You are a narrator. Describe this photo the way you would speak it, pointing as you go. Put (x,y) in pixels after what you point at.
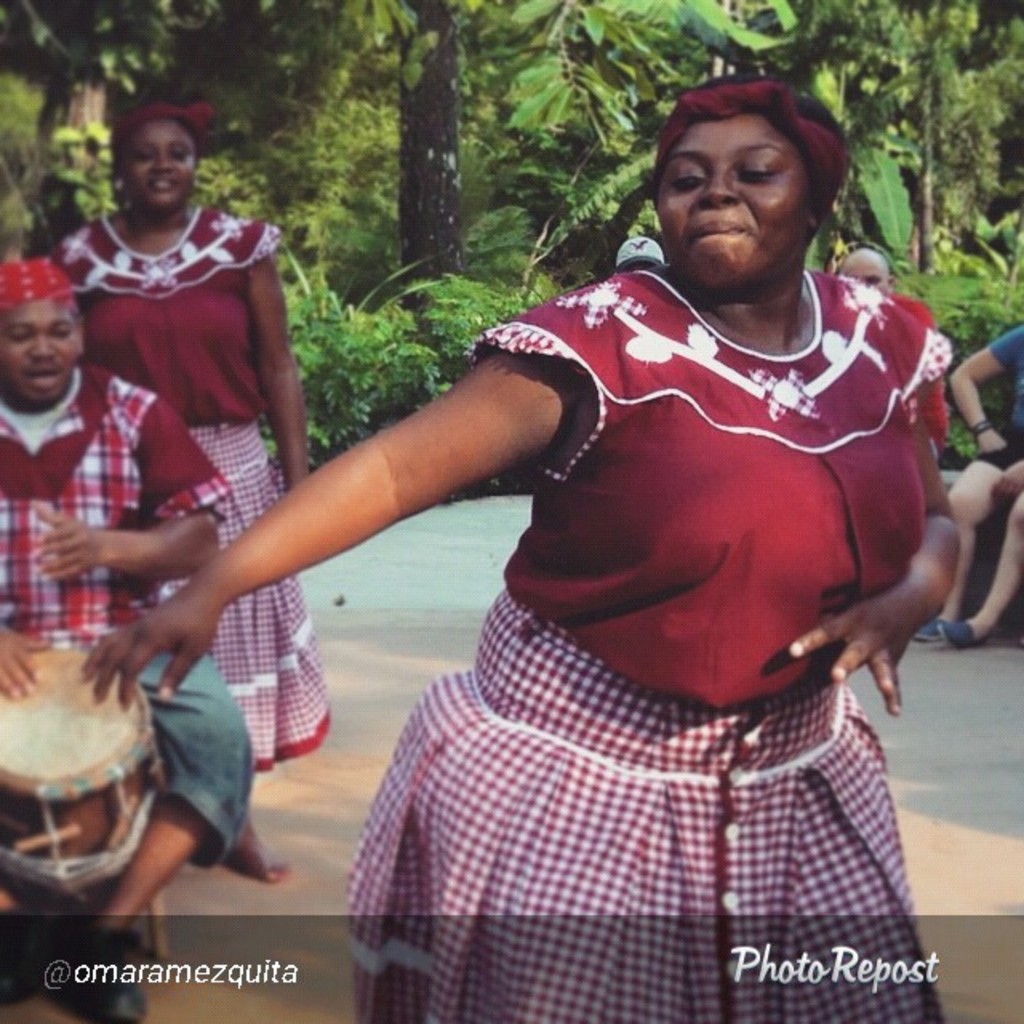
In this image i can see two women (719,577) dancing on road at the back ground (992,494) i can see few people (995,479) sitting and a tree (919,192).
